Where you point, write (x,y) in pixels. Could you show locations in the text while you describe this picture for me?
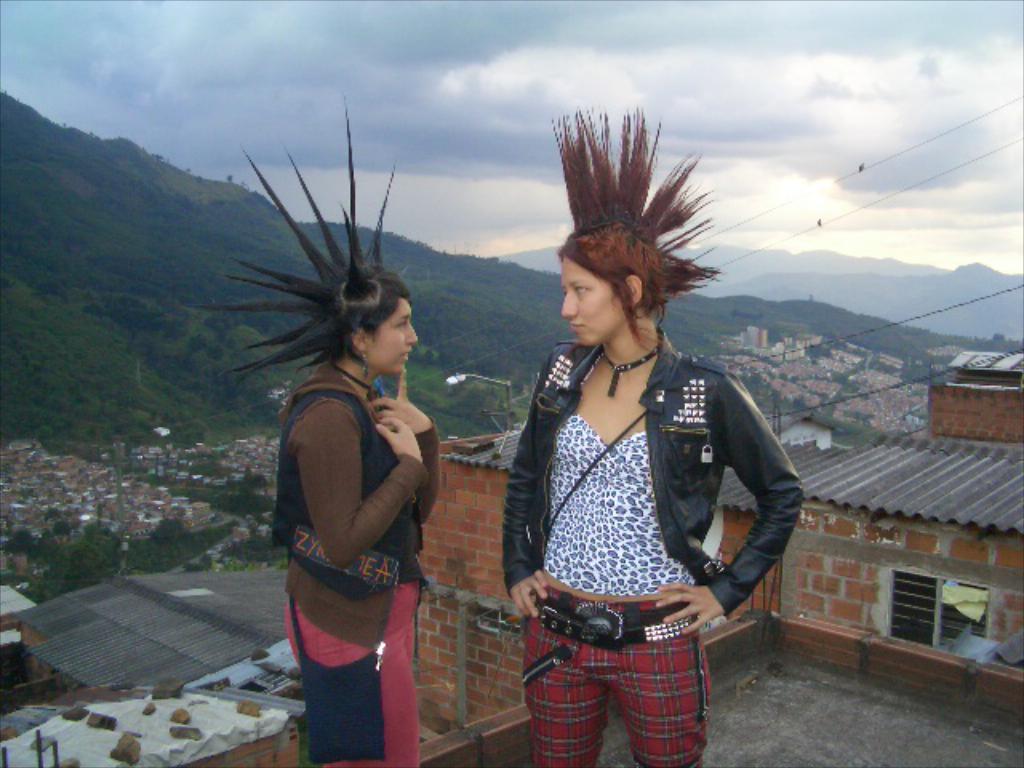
There are two women (594,429) standing on the building (499,767) and their hairstyle (578,185) is different. In the background (70,580) there are buildings (141,616), electric wires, birds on wires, trees (515,281), mountains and clouds (471,85) in the sky (474,97).
